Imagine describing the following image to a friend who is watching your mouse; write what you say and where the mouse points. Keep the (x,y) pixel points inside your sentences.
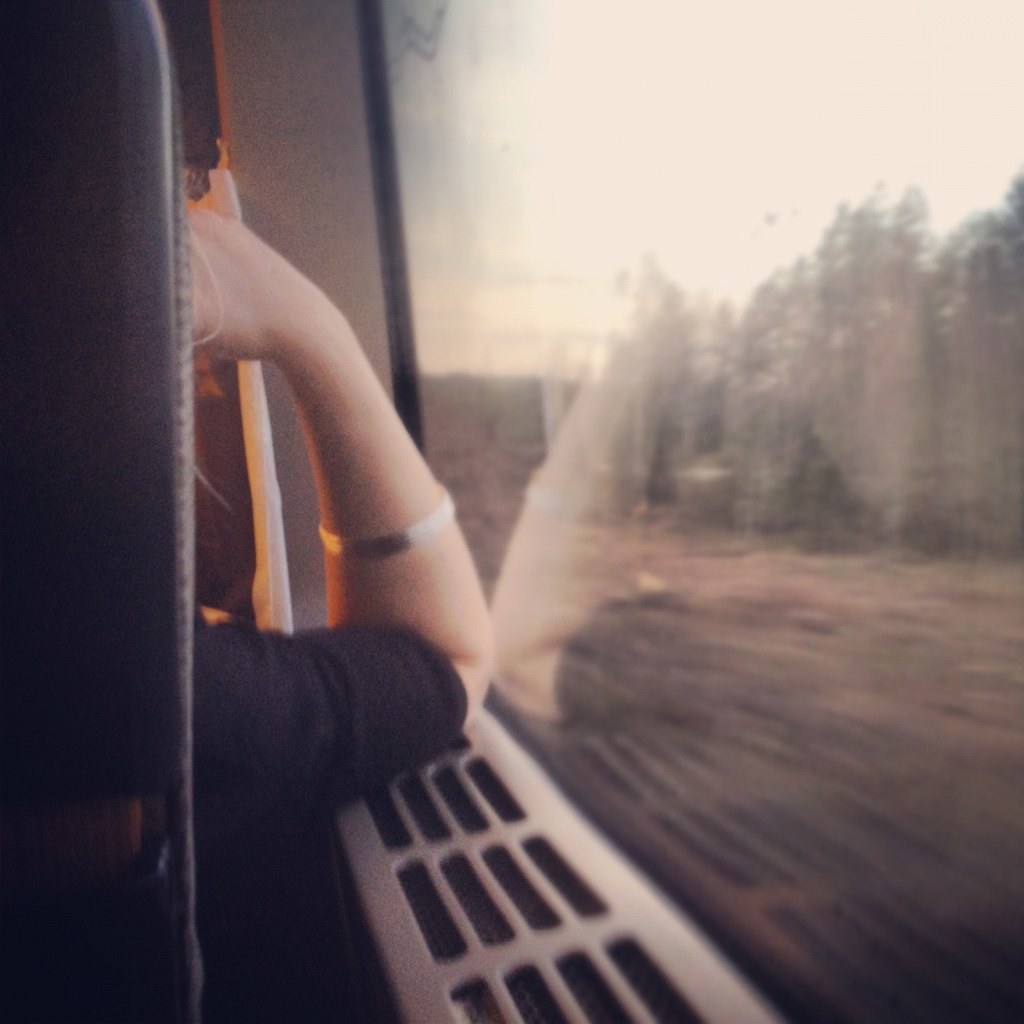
In this image, we can see a person (261,688) sitting near the glass window (630,586) and through the glass (786,393) we can see some trees (702,345) and at the top (667,149), there is sky (605,181).
